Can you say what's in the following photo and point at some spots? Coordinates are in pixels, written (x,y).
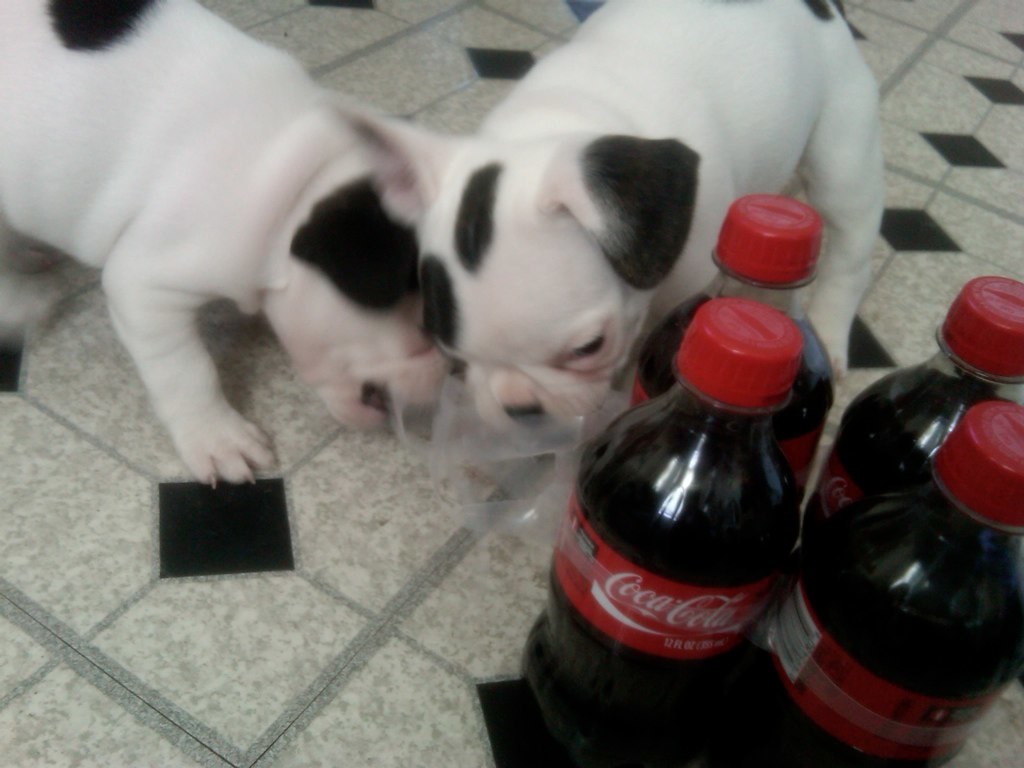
In this image I can see two dogs (416,216). On the right side (857,486), I can see the cool drink bottles (789,522).
